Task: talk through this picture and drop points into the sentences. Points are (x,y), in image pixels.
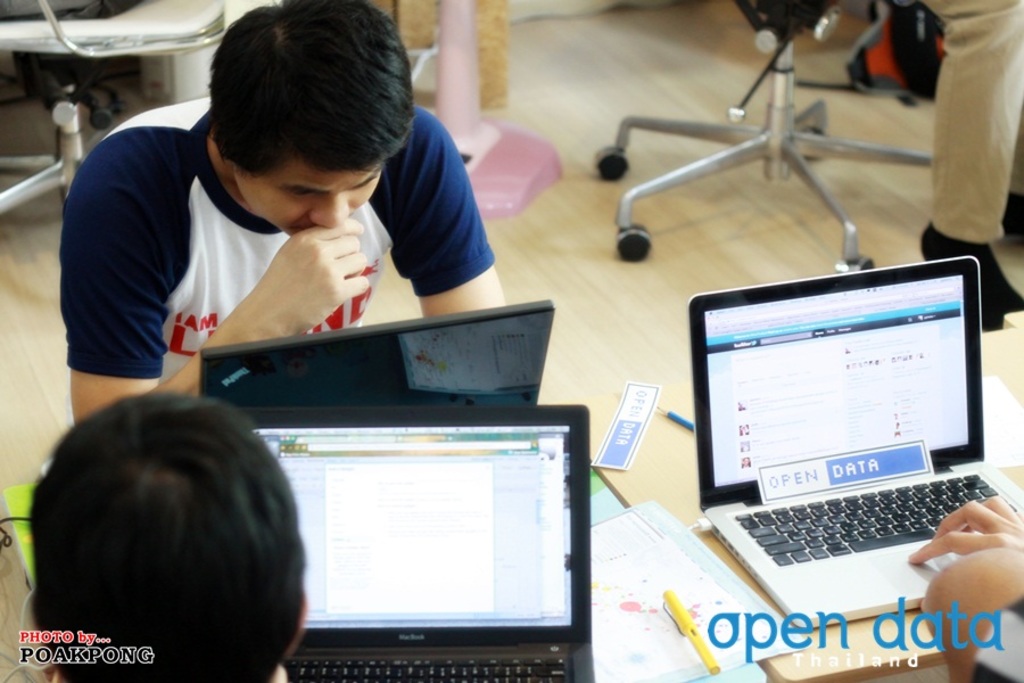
In this image I can see few tables (604,552) in the front (661,590) and on these tables (779,680) I can see few laptops (528,503), few pens (701,636) and few other things (617,457). I can also see few people (219,498) are sitting around these tables (918,659). In the background (11,24) I can see few chairs (36,160) and on the right side of the legs (956,38) of a person (962,88). On the bottom left corner of this image (139,659) I can see a watermark (102,654). I can also see another watermark (754,635) on the right bottom corner of this image (819,610).
